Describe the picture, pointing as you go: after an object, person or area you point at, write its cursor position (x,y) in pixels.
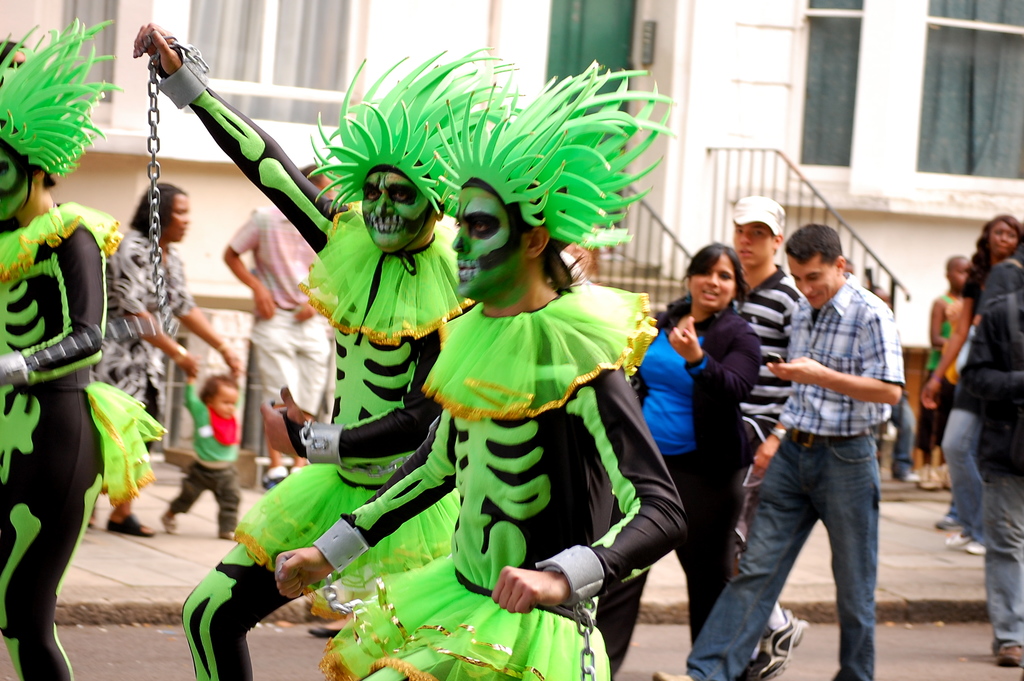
In this image we can see people (433,309). In the background (235,295) we can see a building (745,91) and railings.
